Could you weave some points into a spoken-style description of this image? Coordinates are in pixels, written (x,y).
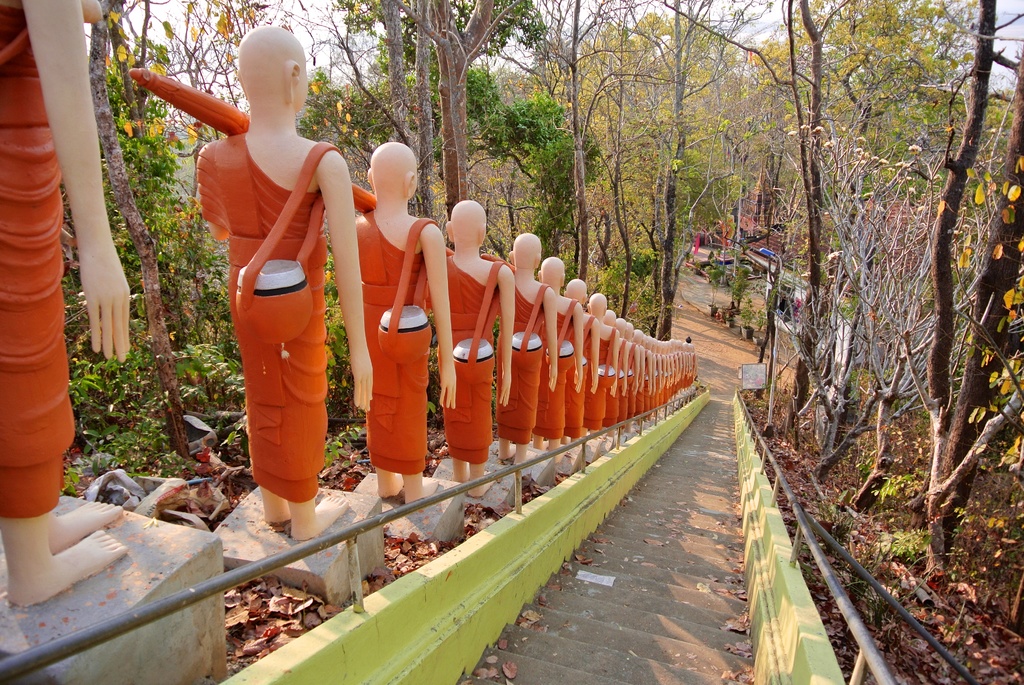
In the center of the image (412,455) we can see statues (521,455) and stairs (701,669). In the background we can see stairs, building (791,274), light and sky (1007,1).
